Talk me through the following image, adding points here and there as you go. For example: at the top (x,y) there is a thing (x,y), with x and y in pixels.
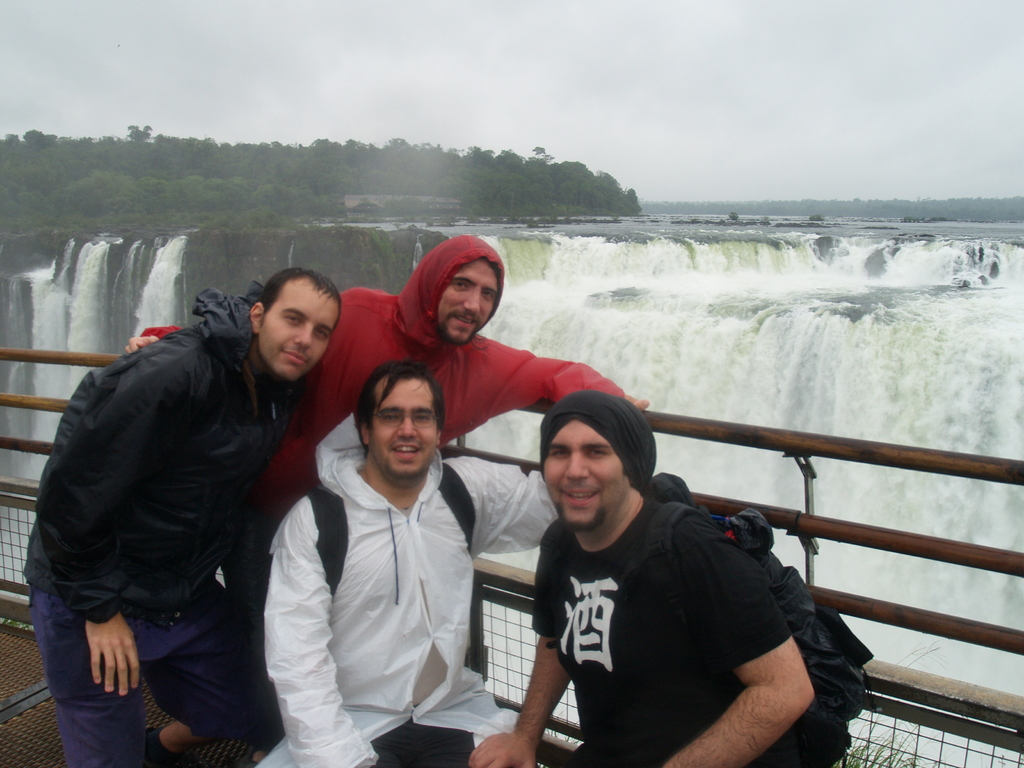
In this picture there are men (456,271) in the center of the image (400,481) and there is a boundary (810,516) in the center of the image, there is waterfall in the center of the image (550,289).
